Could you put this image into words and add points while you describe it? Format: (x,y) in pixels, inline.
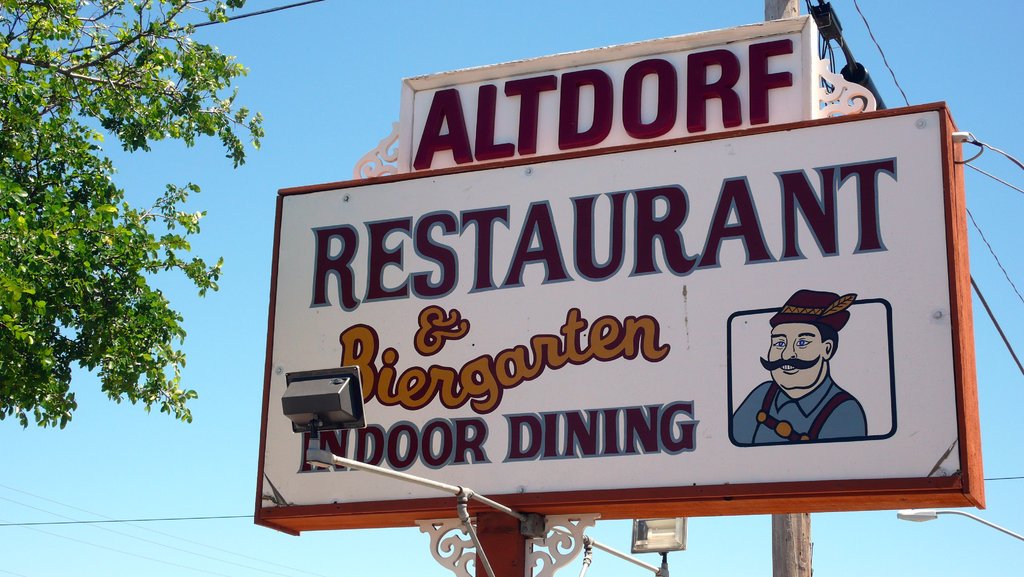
Here in this picture we can see a hoarding (741,51) present on the pole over there and we can see lights (327,405) present on either side of it and on the left side (78,26) we can see a tree (83,75) present over there and behind it we can see a light post (965,516) present over there.
